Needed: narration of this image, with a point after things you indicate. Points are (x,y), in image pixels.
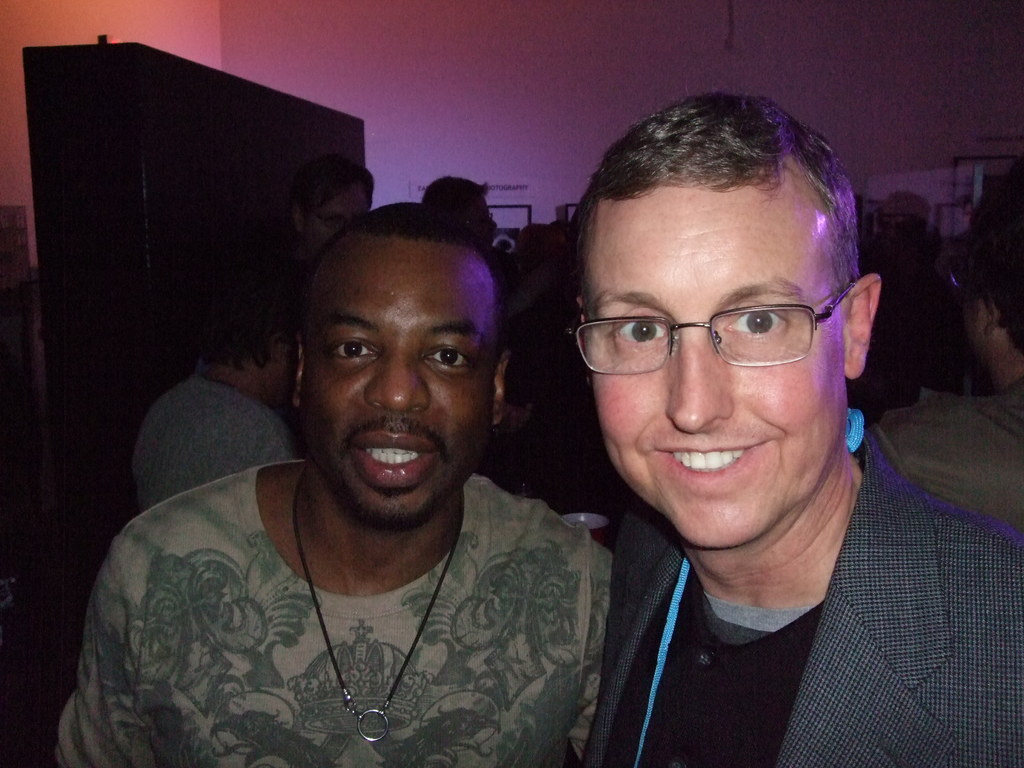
In this image I can see number of people (349,433) are standing. In the front (439,229) I can see the right one (633,527) is wearing specs (594,339) and the left one (358,664) is wearing a locket (384,729) around his neck (422,546). On the left side of this image (139,201) I can see a black colour thing (117,205). I can also see the wall (510,135) in the background (376,93).
